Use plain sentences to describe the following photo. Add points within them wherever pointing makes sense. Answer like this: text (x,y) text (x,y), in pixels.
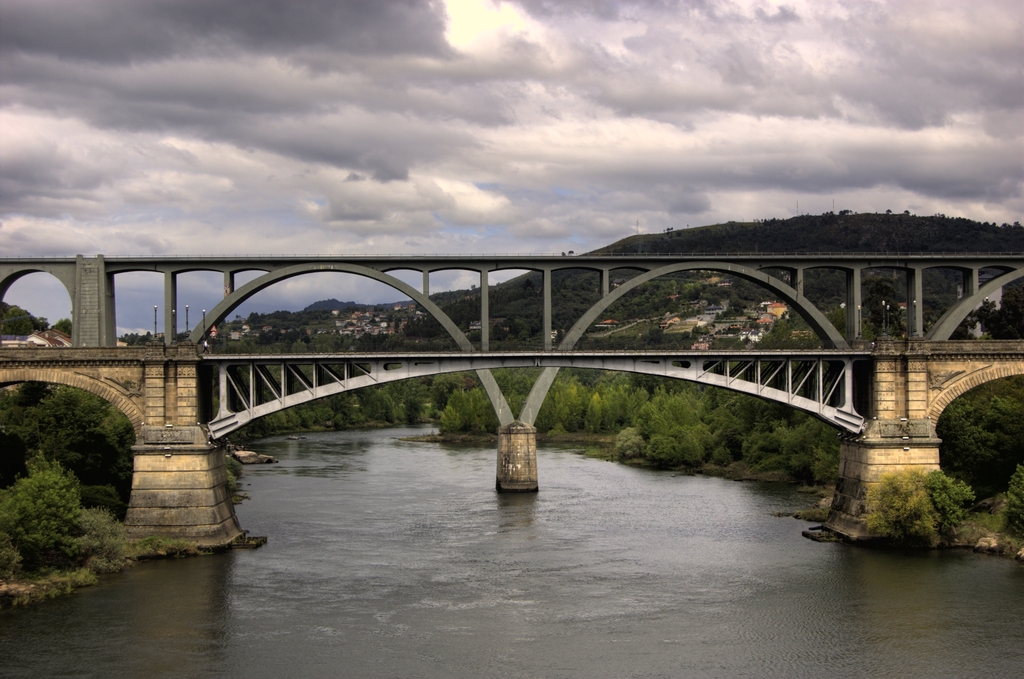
In this picture I can see water (162,623). There is a bridge (546,259). I can see buildings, trees (29,467) and hills (930,230), and in the background (425,126) there is the sky (532,210).
